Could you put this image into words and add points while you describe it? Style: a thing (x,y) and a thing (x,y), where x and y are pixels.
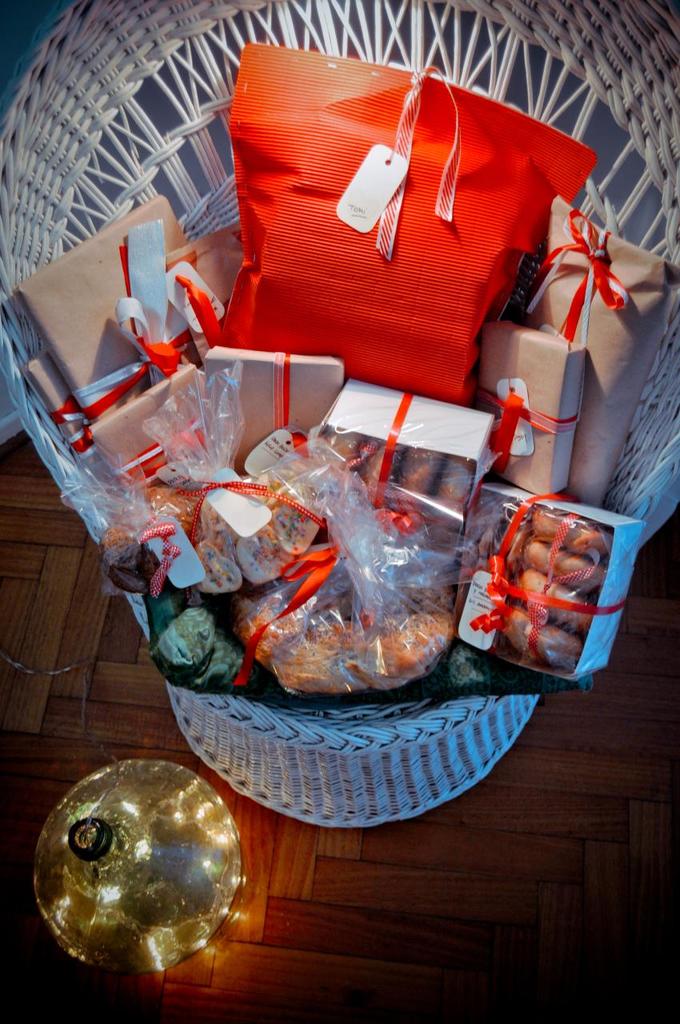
In this image we can see a chair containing some gift covers (412,540), boxes (526,620) and some objects (579,641) which are tied with the ribbons (504,608) placed on the floor (375,855). We can also see a glass globe (126,853) beside it.
